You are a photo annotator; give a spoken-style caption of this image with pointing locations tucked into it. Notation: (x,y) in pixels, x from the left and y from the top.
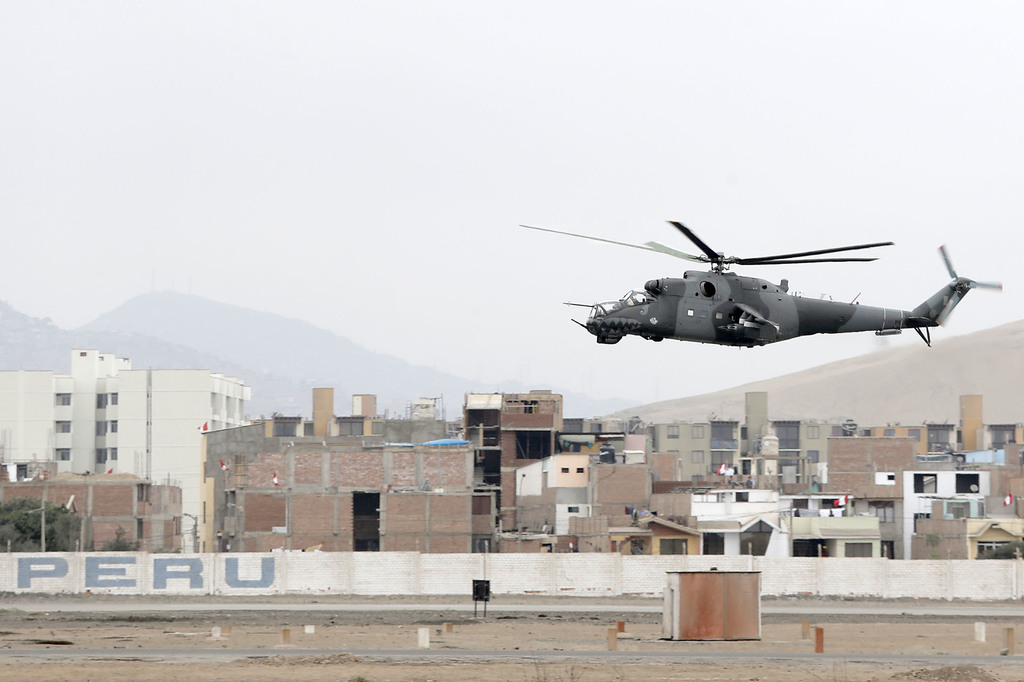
In this picture we can see a few objects (712,612) on the path (484,643). There is some text (179,563) visible on a compound wall (331,561). We can see a helicopter (611,328) in the air (608,264). There are a few trees (35,536), buildings (168,516), other objects (40,520) and some mountains (297,330) are visible in the background (43,354). We can see the sky (748,67) on top of the picture (652,67).
